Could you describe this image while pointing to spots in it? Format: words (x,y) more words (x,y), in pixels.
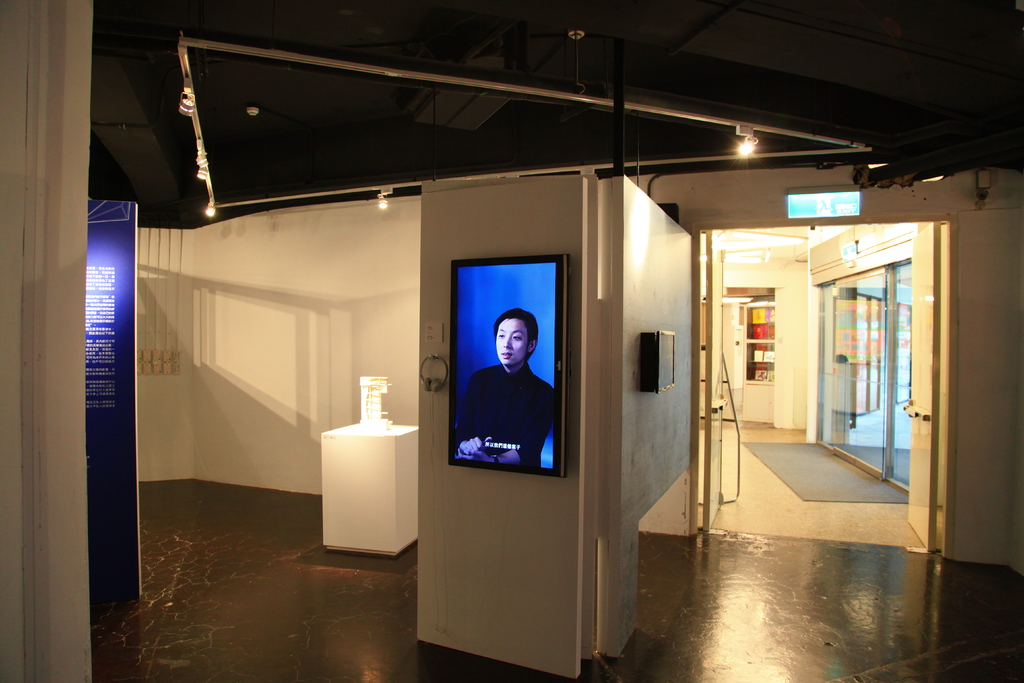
In this image, we can see white color walls (243,279), there is a television (560,424) on the wall (553,239) and we can see doors (902,468), there is a floor (225,646).
